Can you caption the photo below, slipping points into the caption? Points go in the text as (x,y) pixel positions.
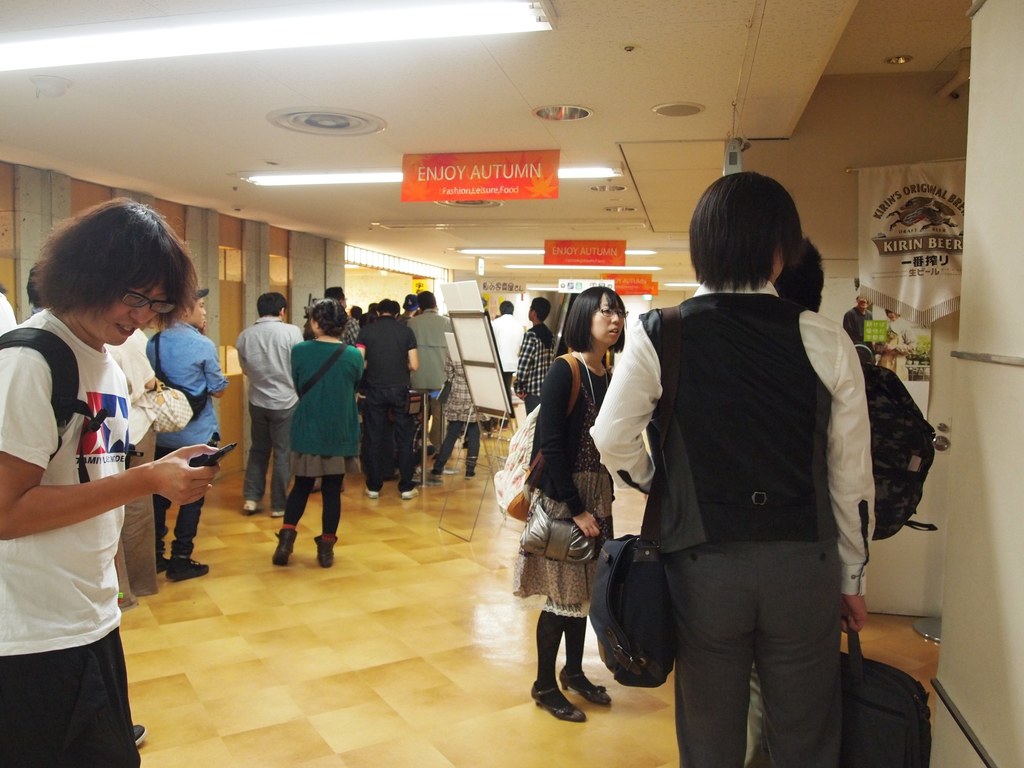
On the left side of the image (53,586) we can see one person (53,586) is standing and he is smiling. And we can see he is holding some object (192,463) and he is wearing a backpack (63,369) and glasses (154,303). On the right side of the image (972,475), we can see one pillar (977,508) and people (793,457) are standing and they are holding some objects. In the background (630,319) there is a wall (802,216), lights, banners (952,305), one stand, one board (469,292), few people (131,390) are standing, few people (322,428) are holding some objects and a few other objects (424,413). On the banners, we can see some text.
